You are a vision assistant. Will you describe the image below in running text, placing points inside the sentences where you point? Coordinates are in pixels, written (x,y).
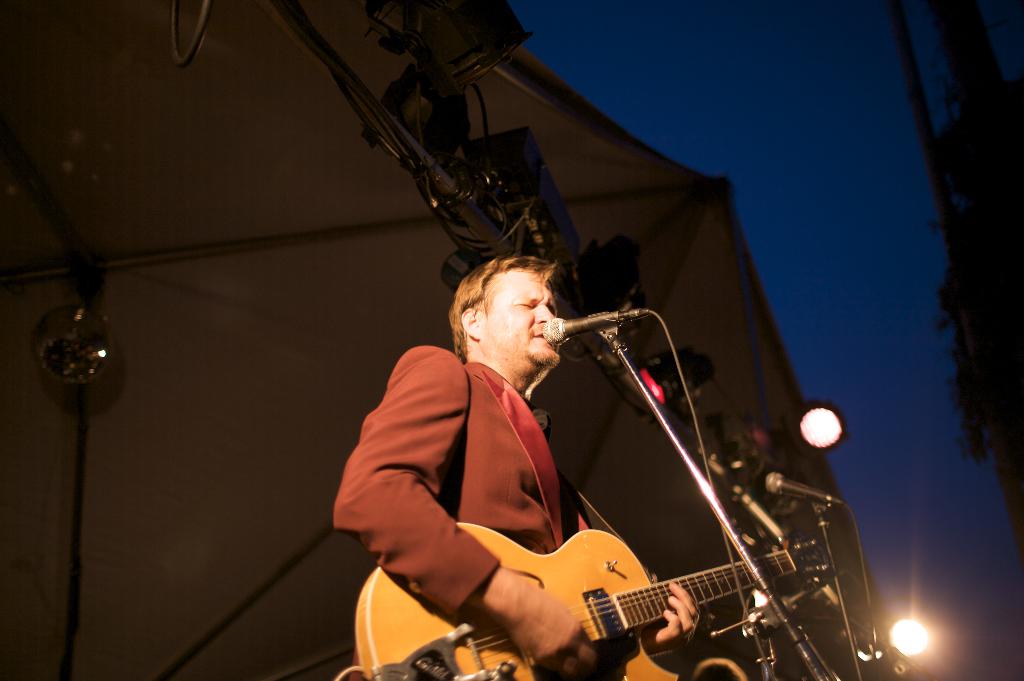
This image might be clicked in a musical concert. There is tent (579,218) at the top (592,172). There are lights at the bottom (916,621). There is a person (385,455) in the middle (460,379). He is playing guitar (592,564). There is mic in front of him. He is singing something.
